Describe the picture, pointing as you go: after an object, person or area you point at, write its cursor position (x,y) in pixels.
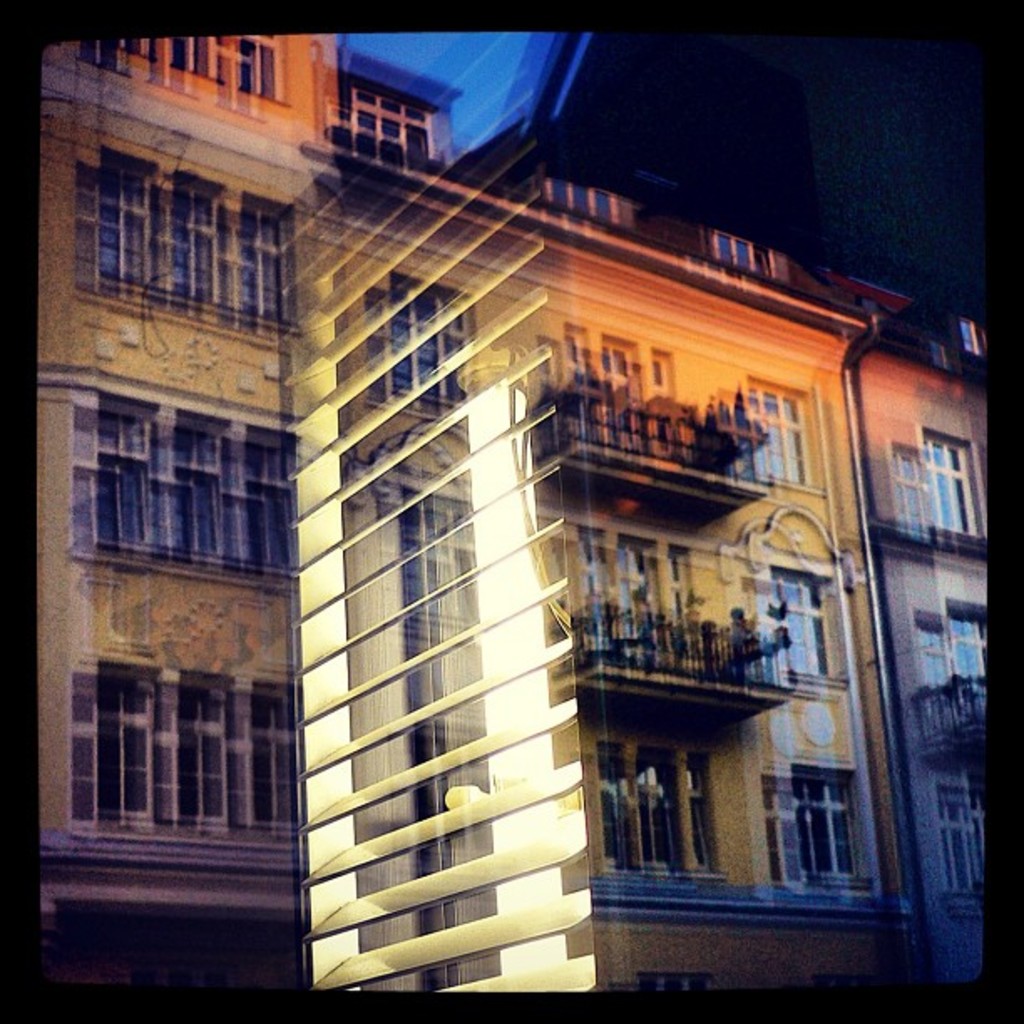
This is a picture and here we can see windows (600,594), railings (643,636), plants (693,634) and lights (518,823) to a building's (388,424).
